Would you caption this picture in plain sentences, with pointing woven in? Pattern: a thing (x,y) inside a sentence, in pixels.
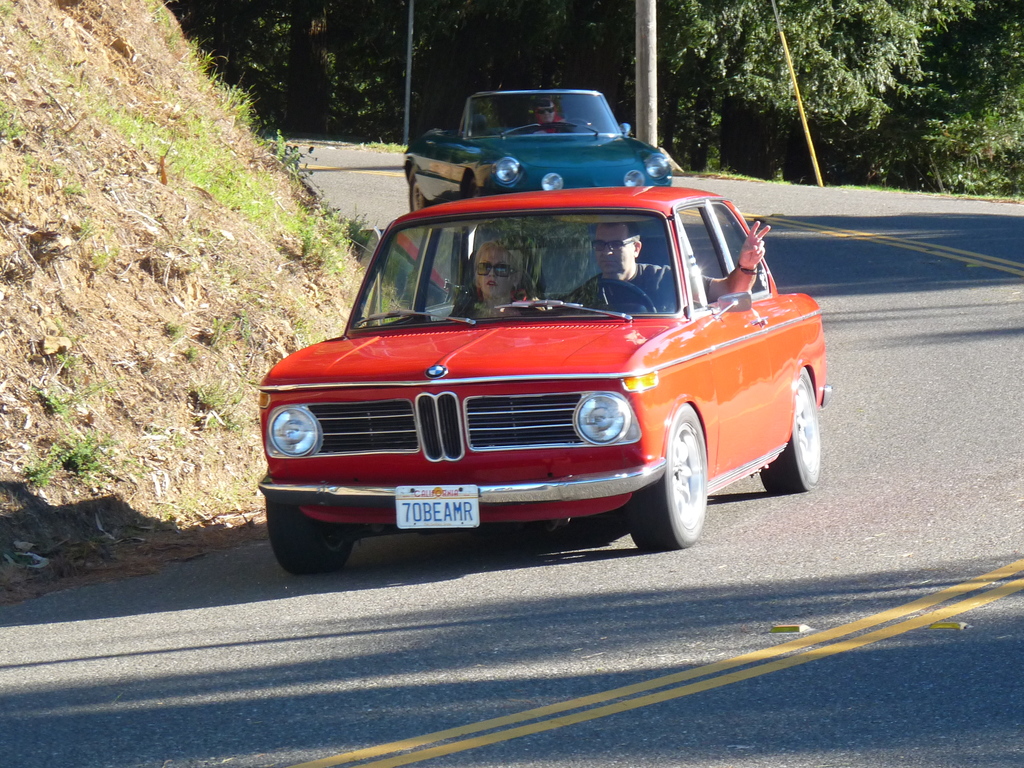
On the road (866,319) there are two different cars (733,293) travelling and in the left side of the road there is a mountain (167,184) and in the right side of the road (924,350) there are plenty of trees (669,78).
